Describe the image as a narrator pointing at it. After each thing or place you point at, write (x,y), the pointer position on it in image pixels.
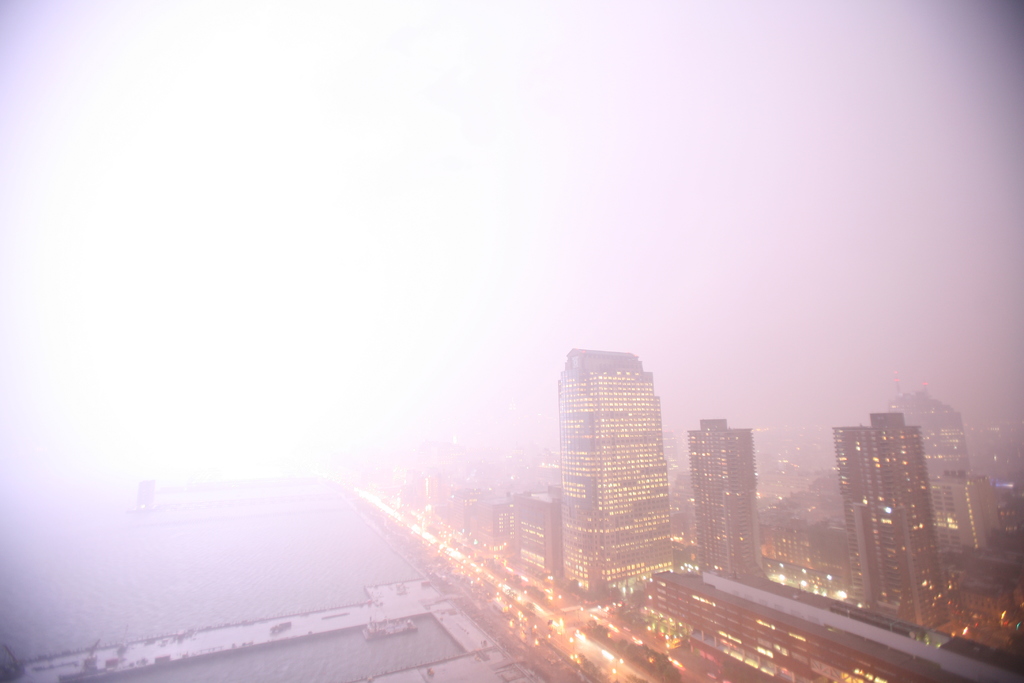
This image consists of buildings (633,509) and skyscrapers (654,532). On the left (223,570), we can see the water (315,607). At the top (567,156), there is sky (385,258). And the background (834,235) is blurred. It looks like a smoke (454,452).
